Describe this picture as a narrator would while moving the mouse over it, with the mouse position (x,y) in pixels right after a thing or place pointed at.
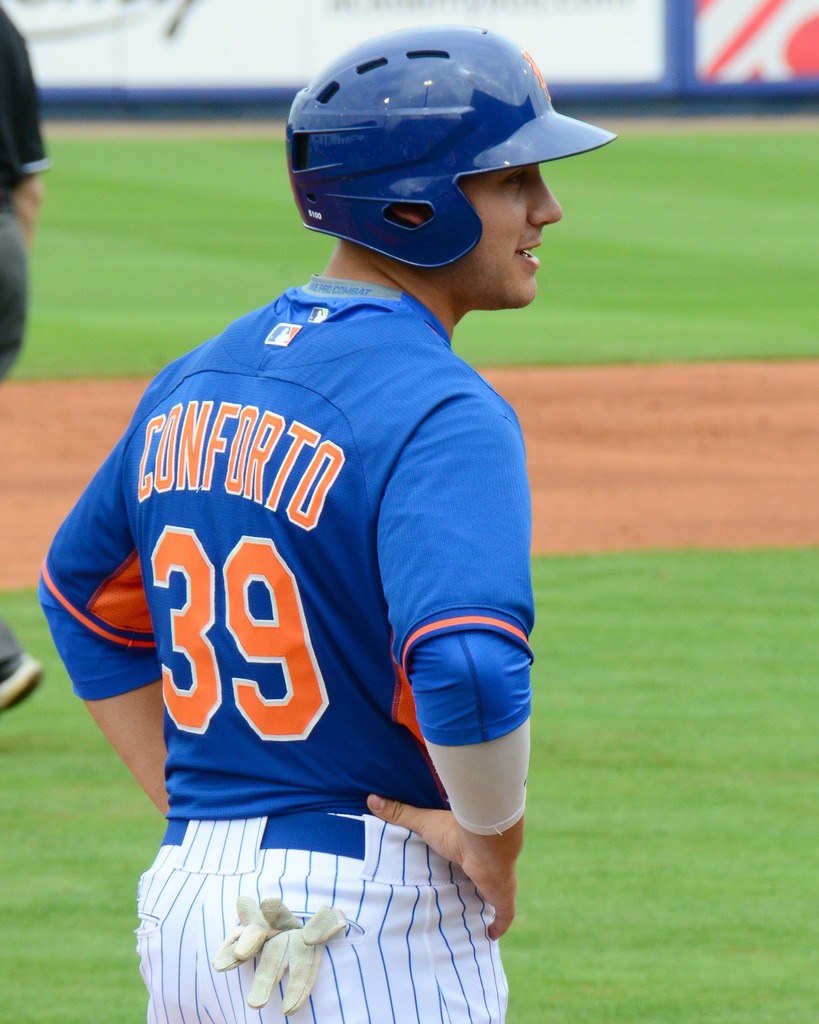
In this picture there is a man (490,473) wearing blue color t-shirt (345,701) with white jeans (427,968) and blue helmet (512,96), standing in the stadium ground (1,711) and looking on the right side (712,748). Behind there is a white banner poster (314,31).
